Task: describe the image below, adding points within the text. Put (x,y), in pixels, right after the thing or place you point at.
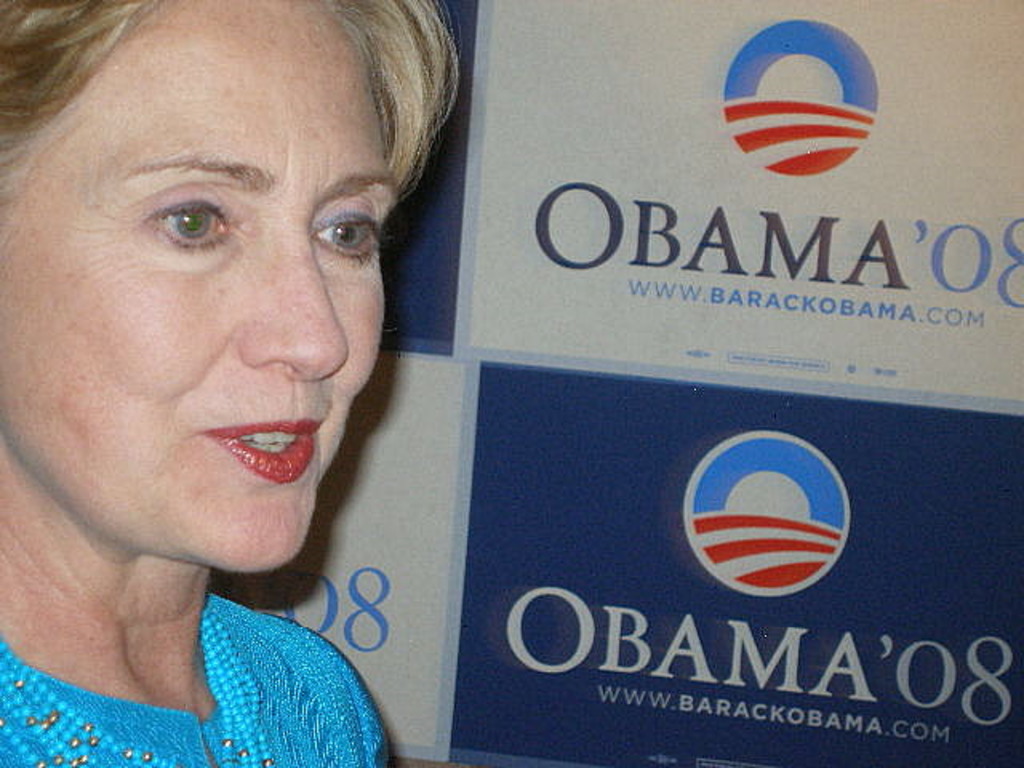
In this image we can see a person (252,405) standing and we can see a banner (635,557) with text (731,707) and logo (792,127).
